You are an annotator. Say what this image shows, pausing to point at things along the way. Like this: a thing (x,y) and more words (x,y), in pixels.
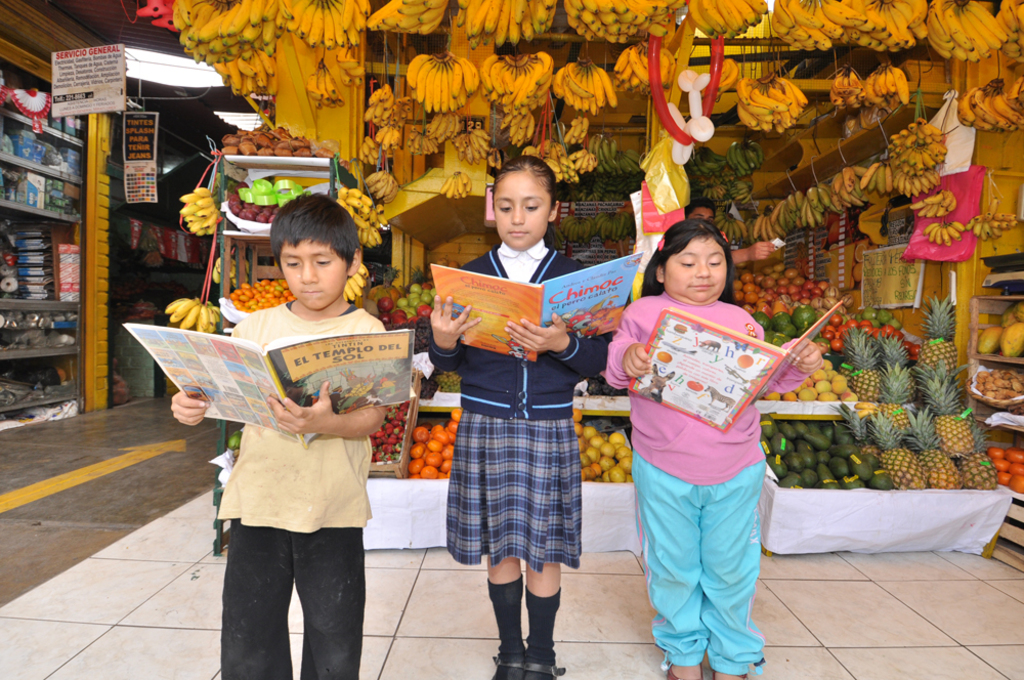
In this picture, we can see there are three kids (460,458) standing on the floor (612,612) and holding books (397,374). Behind the kids (313,458) there are different kinds of fruits (882,444) and other things (812,258). On the left side of the people (302,419) there are shops (114,246).
